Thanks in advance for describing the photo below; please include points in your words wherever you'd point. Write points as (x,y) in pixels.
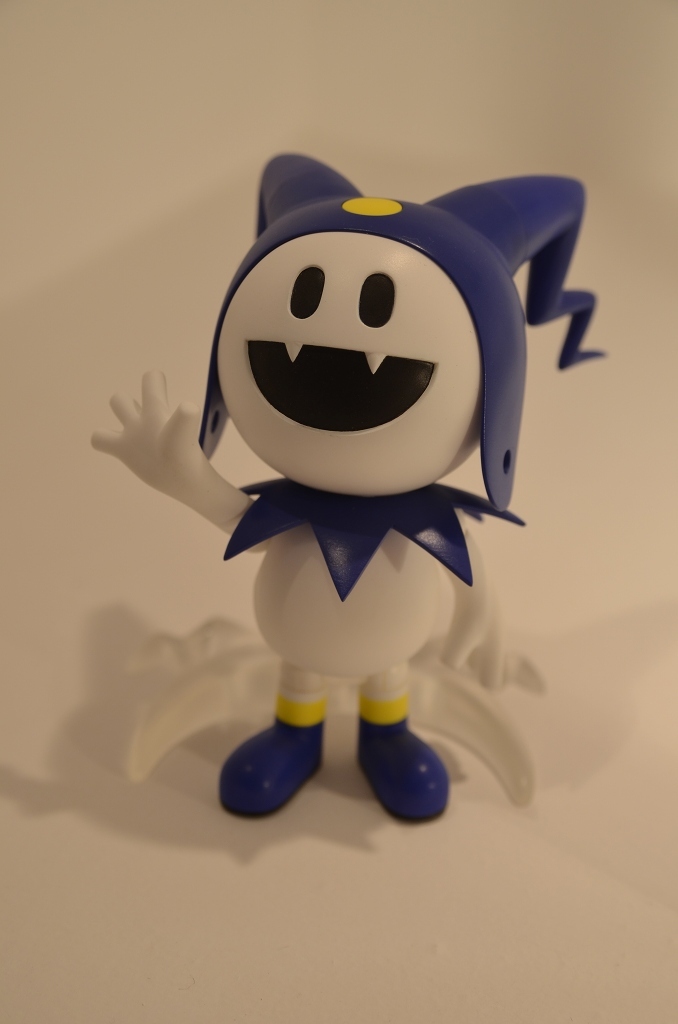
This is the picture of a toy (380,746) which is in white, blue, black and yellow on the white floor (190,576).
